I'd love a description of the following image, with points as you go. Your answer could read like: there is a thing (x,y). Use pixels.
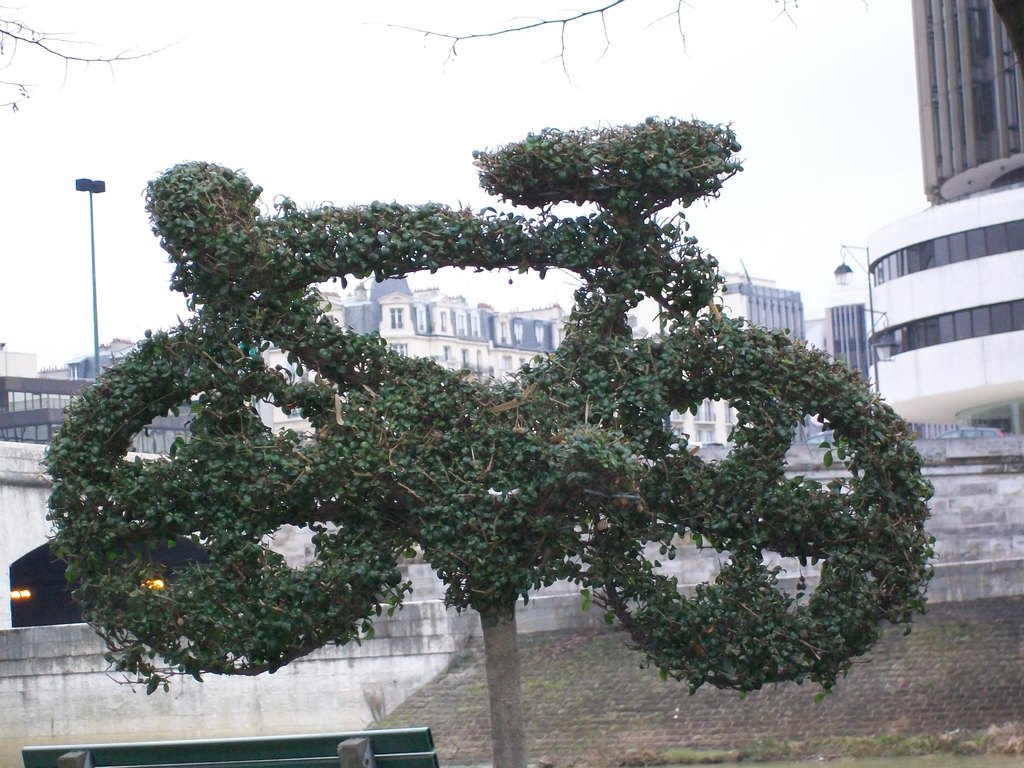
In this image we can see a sculpture (388,466) covered with grass (447,469), buildings (895,382), poles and sky (371,65).
